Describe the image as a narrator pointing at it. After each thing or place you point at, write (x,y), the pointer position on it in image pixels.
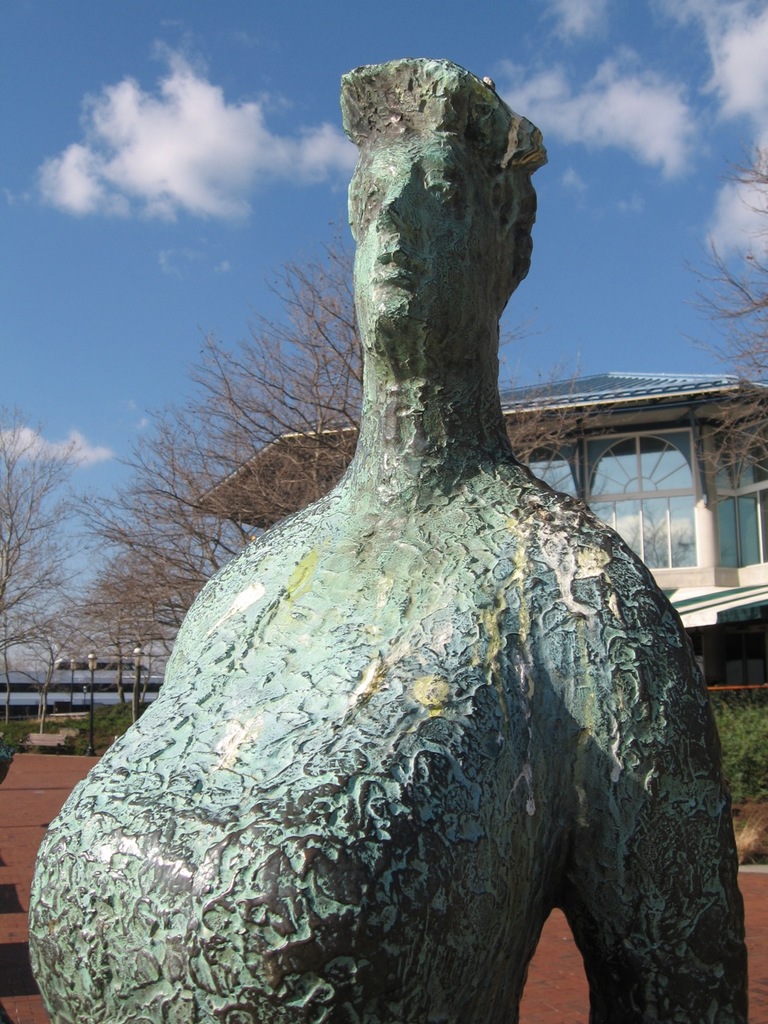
In the picture I can see a statue (378,809) of a person (348,709). In the background (39,88) I can see trees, a buildings (656,566), pole lights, the sky (74,615) and some other objects (51,737).
